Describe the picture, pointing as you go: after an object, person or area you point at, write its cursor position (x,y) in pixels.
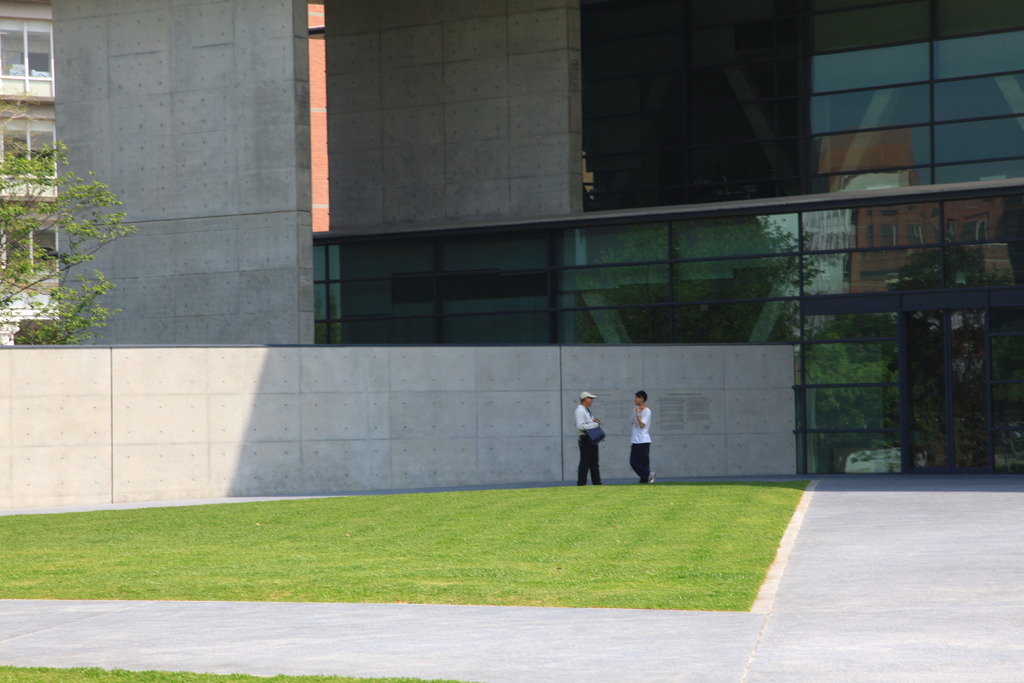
As we can see in the image, in the front (378,649) there is a road (576,645), grass (585,514) and two people (635,426) standing. Behind the people (648,434) there is a wall (457,417) and a big building (582,211). On the left (34,228) there is a tree (13,206).
